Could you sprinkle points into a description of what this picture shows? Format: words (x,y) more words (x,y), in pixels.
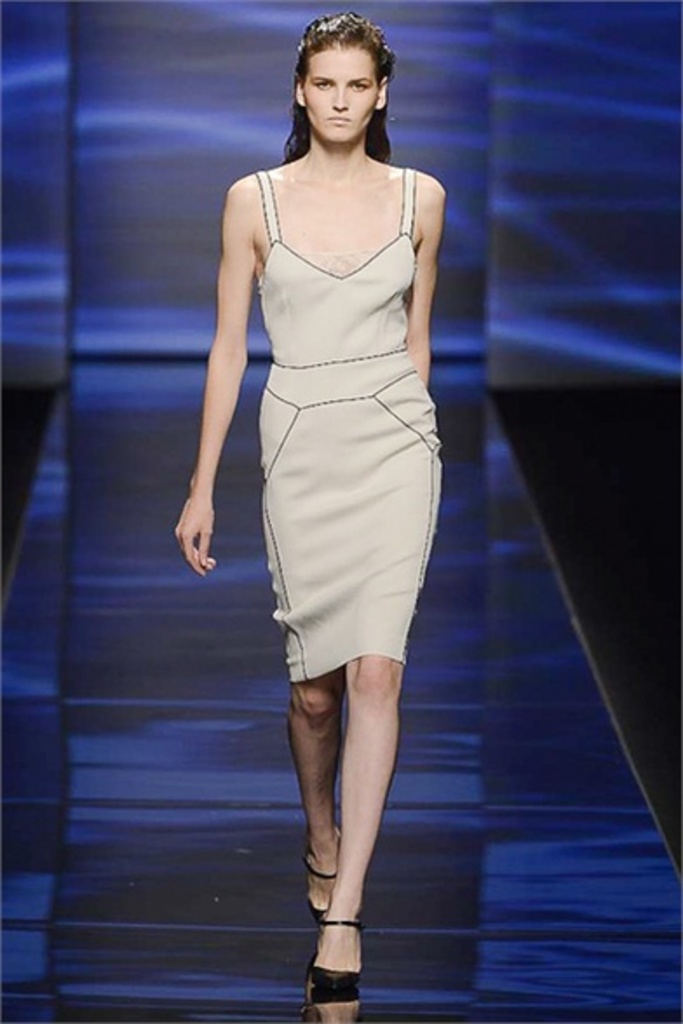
In this picture I can see a woman (311,194) on the ramp (111,828) and in the background (200,266) I can see the wall (209,57). I can also see that, there are lights (62,493) on the ramp (200,370) and on the wall (86,215).
